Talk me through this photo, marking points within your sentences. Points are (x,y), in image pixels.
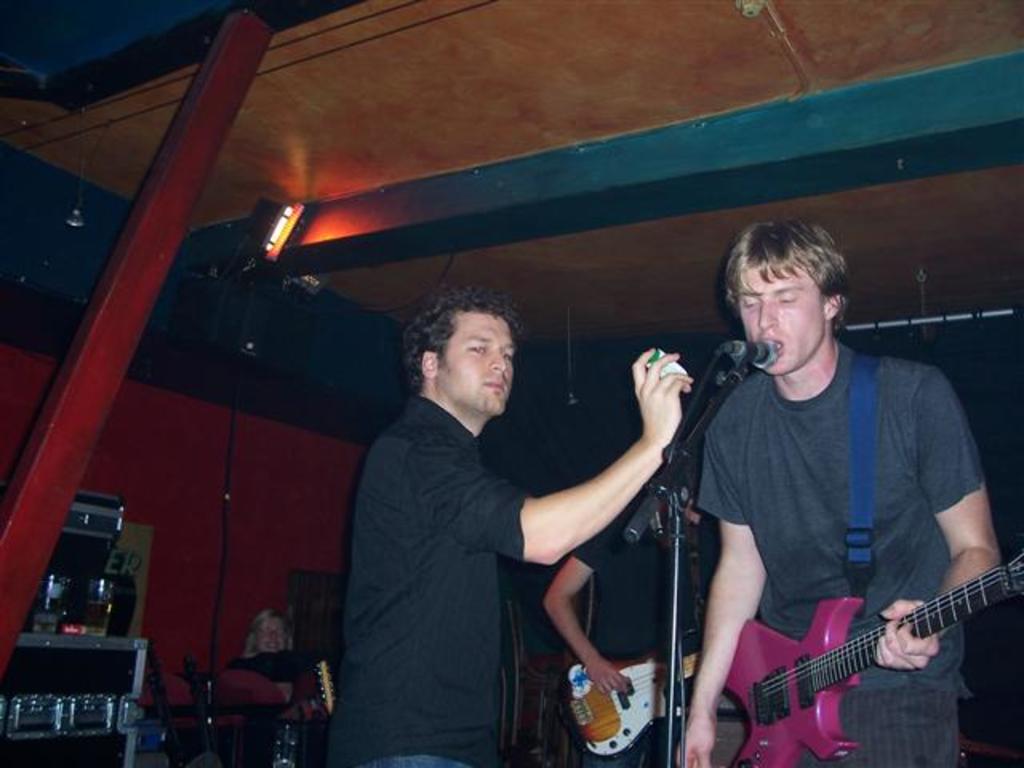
In this image there are two people (731,556) playing a guitar (634,720). In front of them there is a mike (657,512). Beside them there is another person (497,677) holding some object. On the left side of the image (110,651) there are a few objects (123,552) on the table (72,651) and we can see a face (265,630) of a person (270,645). In the background of the image (292,471) there is a wall (297,496). On top of the image (287,219) there is a light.
